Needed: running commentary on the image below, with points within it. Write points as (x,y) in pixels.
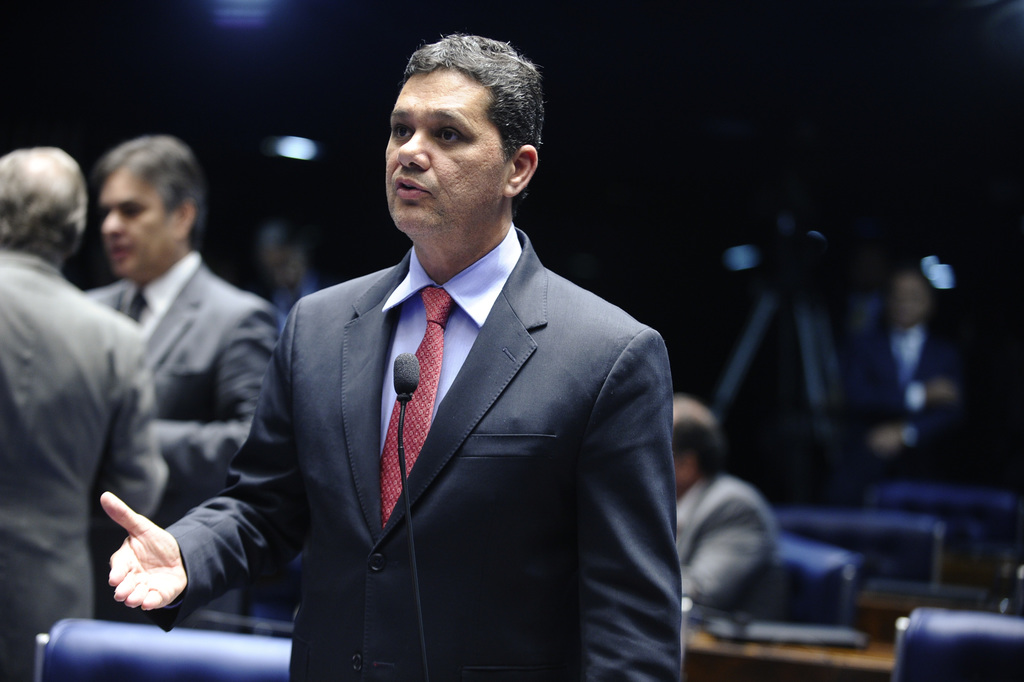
In this image there is a person (457,300) standing and talking, there is a mini microphone (410,370), there is a wire (409,528) truncated towards the bottom of the image (404,473), there is a person (56,219) truncated towards the left of the image (49,206), there is a person (712,518) sitting on a chair (820,598), there is an object (773,640) on the desk (765,655), the background of the image (720,95) is dark.
